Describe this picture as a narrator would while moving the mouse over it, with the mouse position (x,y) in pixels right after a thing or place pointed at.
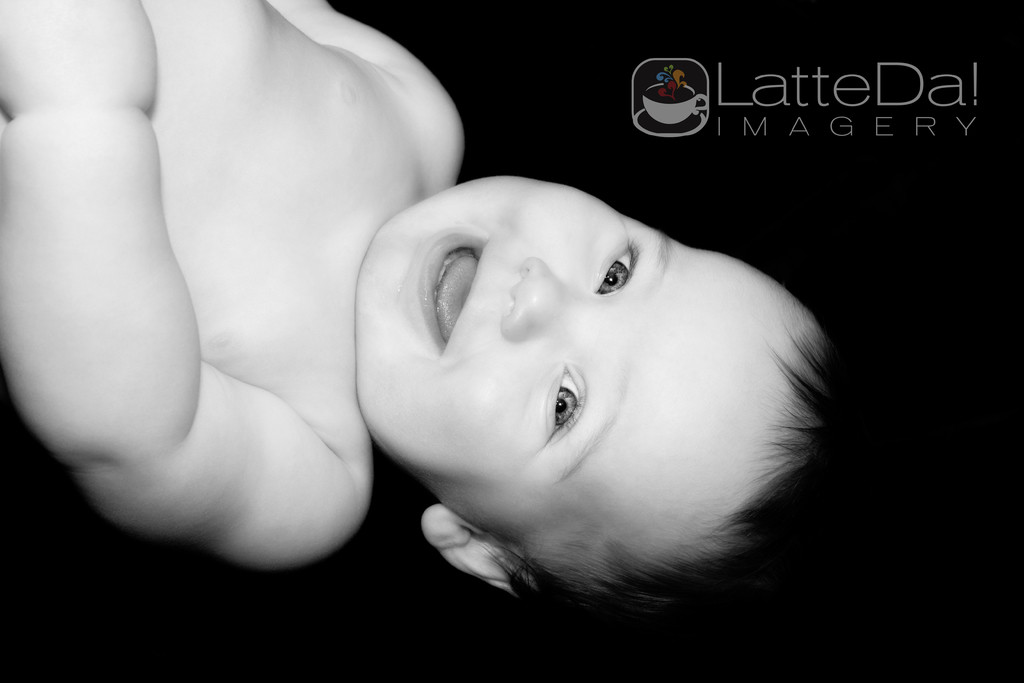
It is an edited image, there is a black and white picture of a baby (357,425) and the background of the baby (569,398) is dark, there is some text (933,123) at the top right corner of the image (814,75).
